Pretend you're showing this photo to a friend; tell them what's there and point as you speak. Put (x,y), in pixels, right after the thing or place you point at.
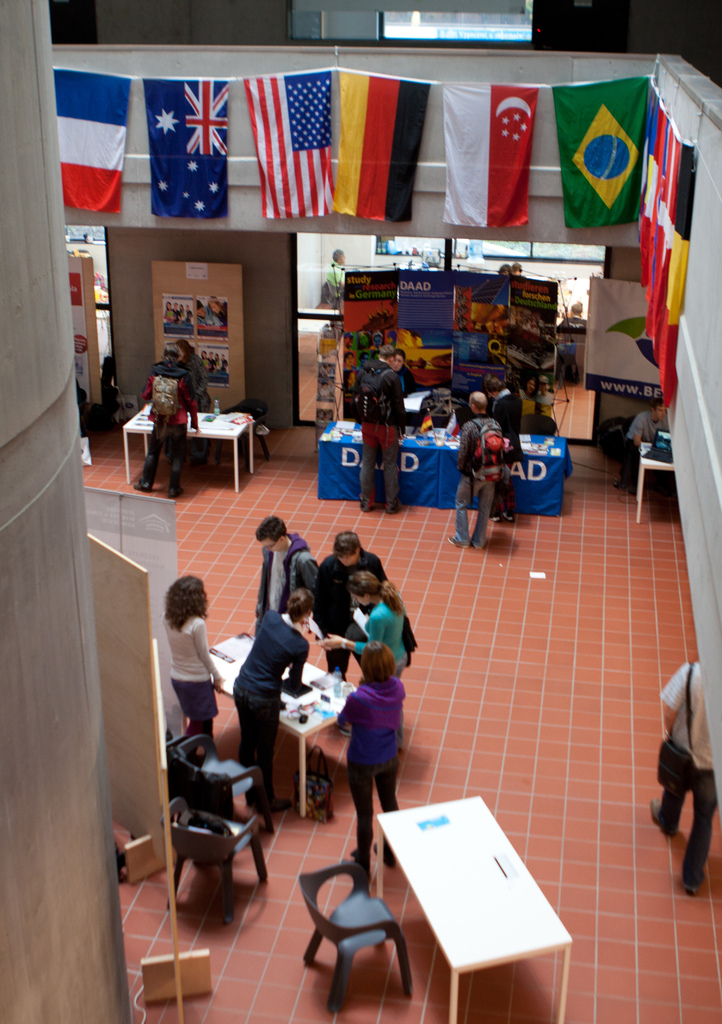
This is taken inside a hall (338,777). there are many people (249,718) standing. There are many chairs (367,909) and table (429,895). In the wall (218,222) many flags (92,178) are hanged. In the background (465,310) there is banner (441,337).
